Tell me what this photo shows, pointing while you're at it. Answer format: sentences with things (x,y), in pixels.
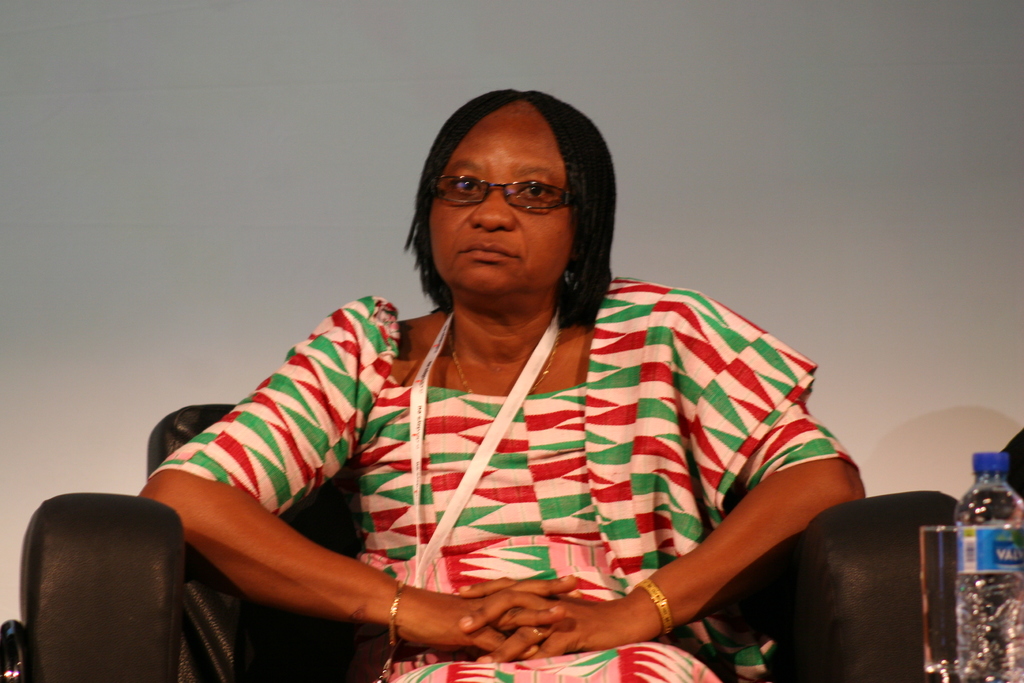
A woman (516,499) is sitting in the chair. On the right (969,563) there is a water bottle (972,587). Behind her there is a wall (339,149).
